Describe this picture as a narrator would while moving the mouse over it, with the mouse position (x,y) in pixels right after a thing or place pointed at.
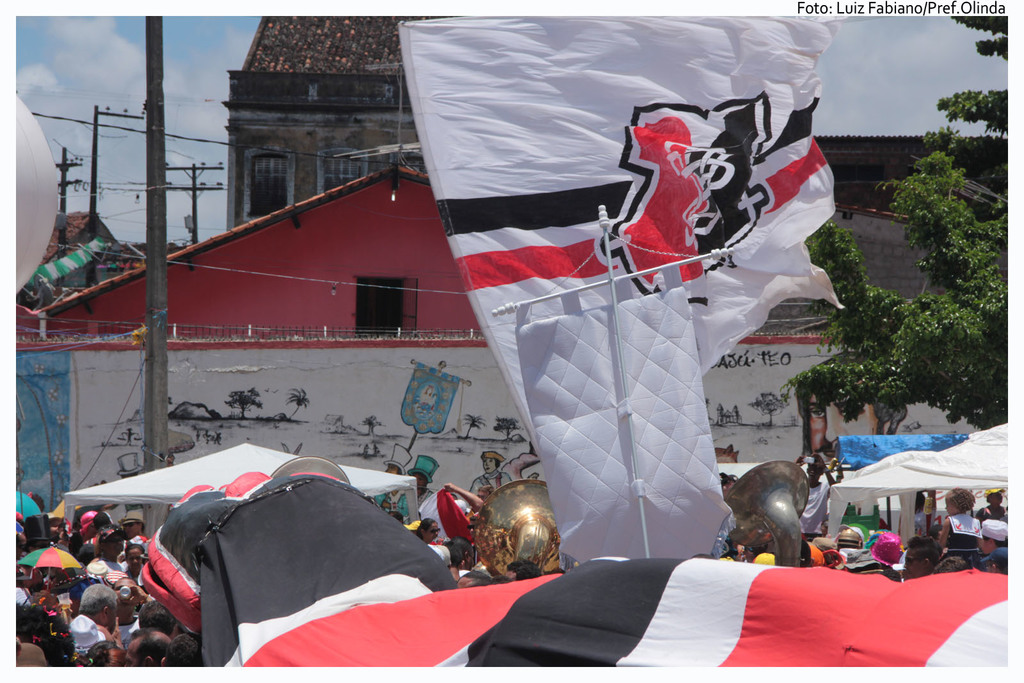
Bottom of the image (107,517) few people (996,556) are standing and there are some tents (155,501) and clothes (712,512). In the middle of the image (434,301) there are some buildings (880,208). Top left side of the image (197,164) there are some poles (198,197). Behind the poles (161,244) there are some clouds (217,136) and sky (224,96). Top right side of the image (999,188) there is a tree (999,188).
